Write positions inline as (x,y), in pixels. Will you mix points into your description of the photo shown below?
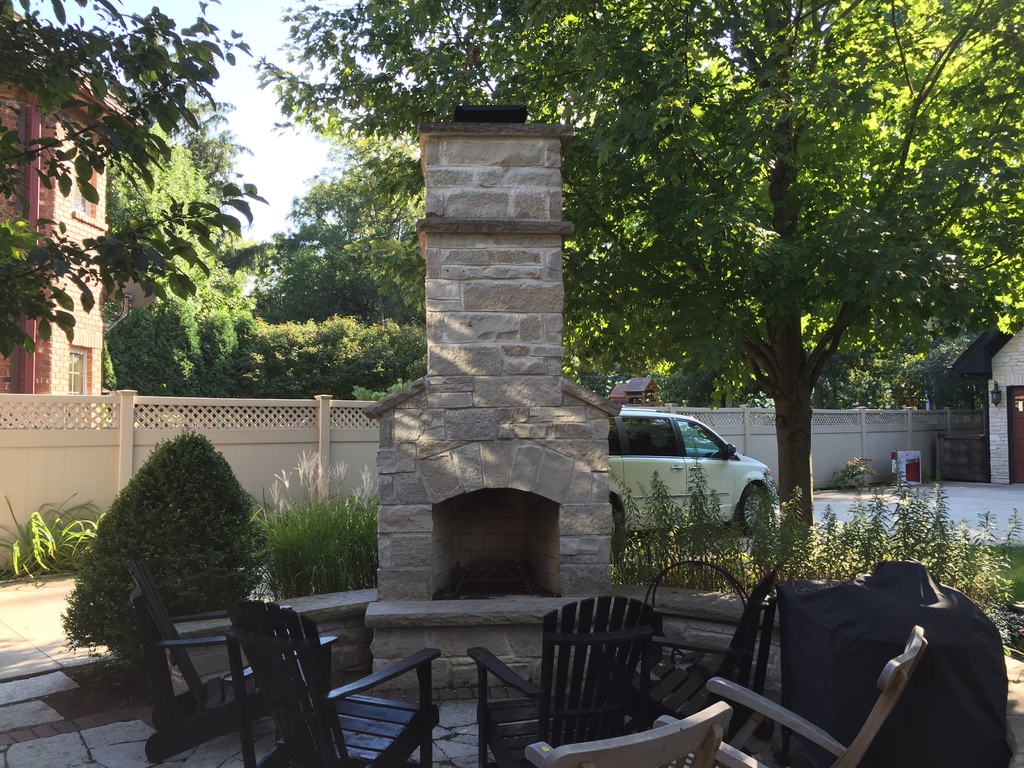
This is a picture taken in the outdoors. It is sunny. There are chairs (596,693) and a grill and a pillar (474,319) and a car (680,483) and trees (748,388). Background of the pillar (396,413) is a building (55,209) and sky (254,43).
